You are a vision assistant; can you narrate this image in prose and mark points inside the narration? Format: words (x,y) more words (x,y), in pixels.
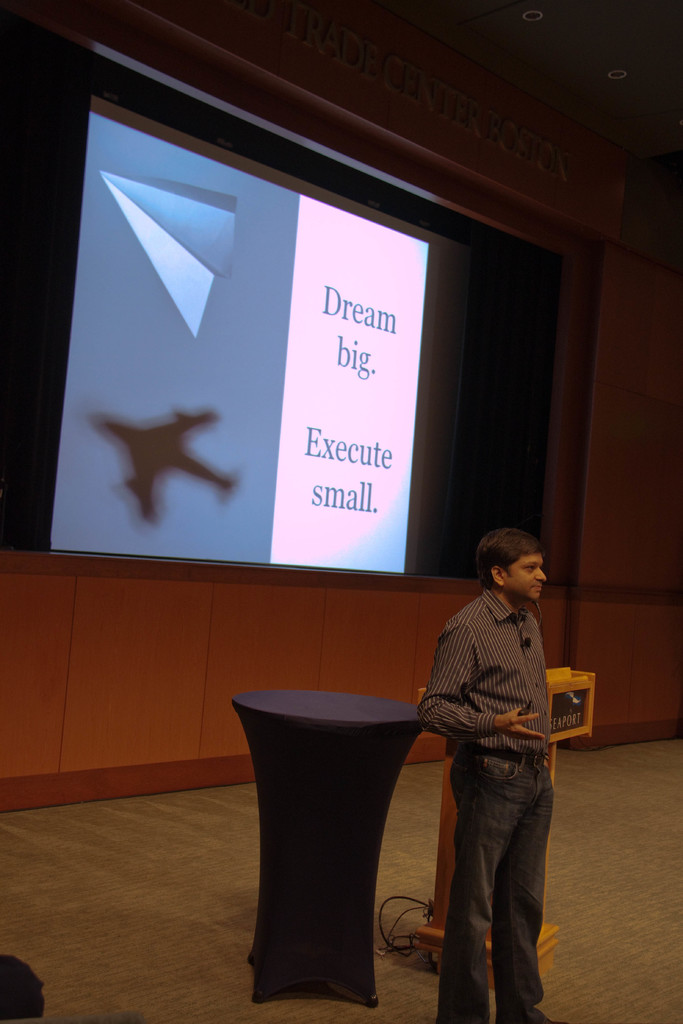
In this picture I can see a person (468,634) standing, there is a podium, table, and in the background (312,525) there is a screen (409,237) and lights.
